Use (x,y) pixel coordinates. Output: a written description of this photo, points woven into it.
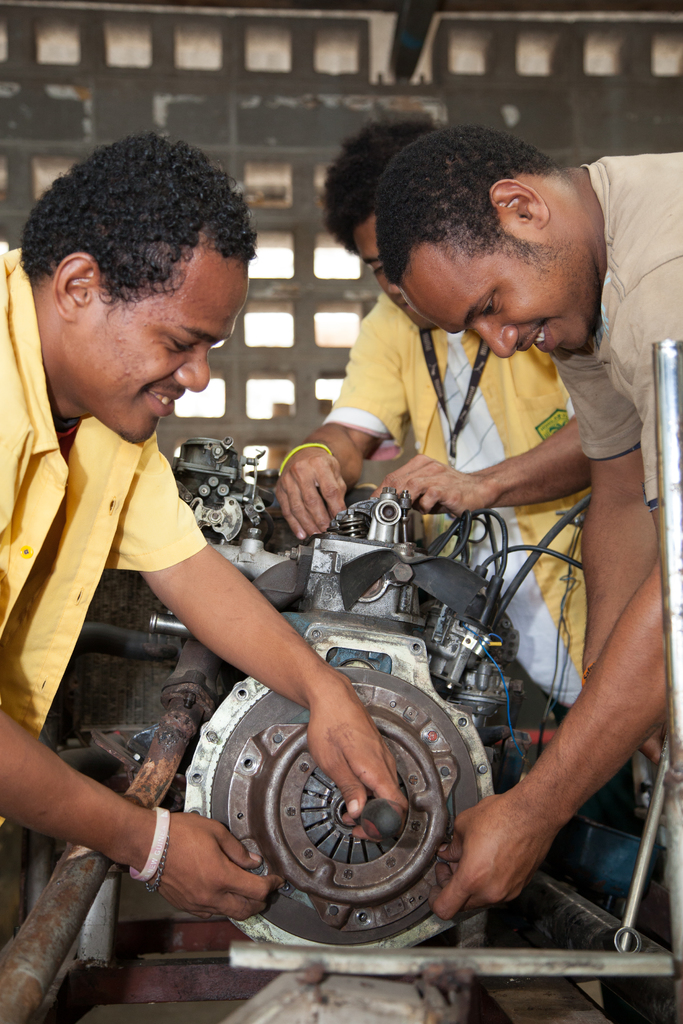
This image consists of three men (419,257). In the middle (401,650), there is a machine (304,799). In the background (101,41), there is a wall (134,15).
